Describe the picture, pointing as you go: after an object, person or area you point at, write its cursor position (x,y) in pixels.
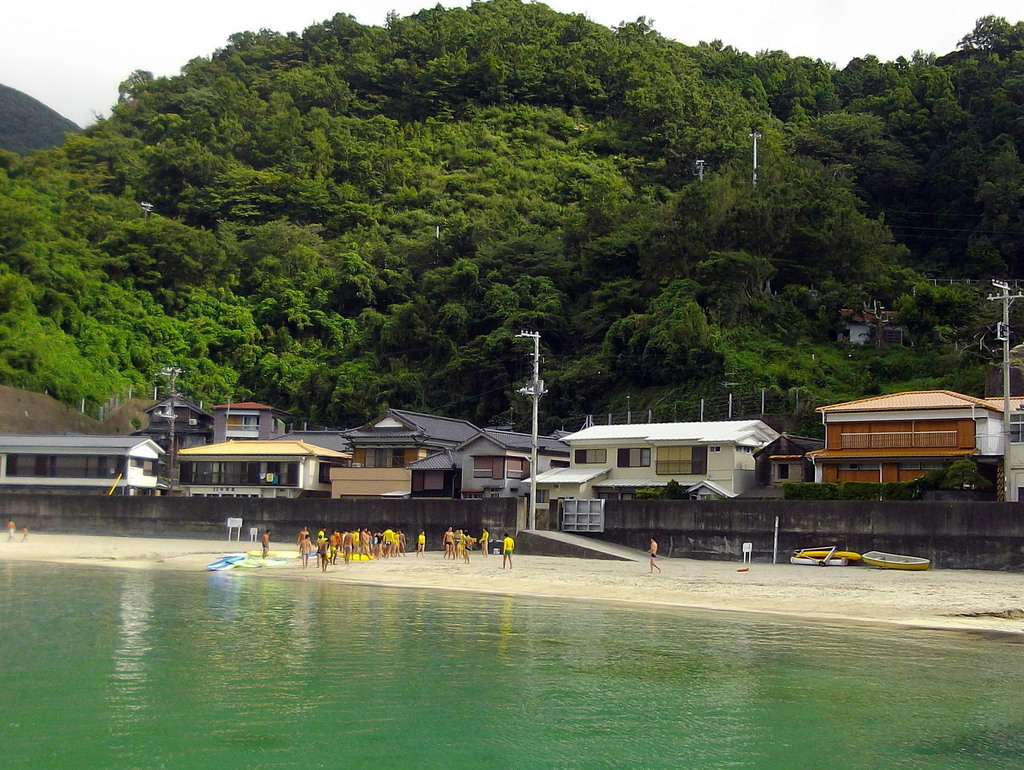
In this image at the bottom (339,663) we can see water (348,637) and few persons (448,530) are standing on the sand (380,579) and we can see boats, poles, houses (659,474), windows (628,456), plants (673,484), fences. In the background (531,114) there are trees (589,182), poles (757,147), mountain (9,102) and sky (694,14).
